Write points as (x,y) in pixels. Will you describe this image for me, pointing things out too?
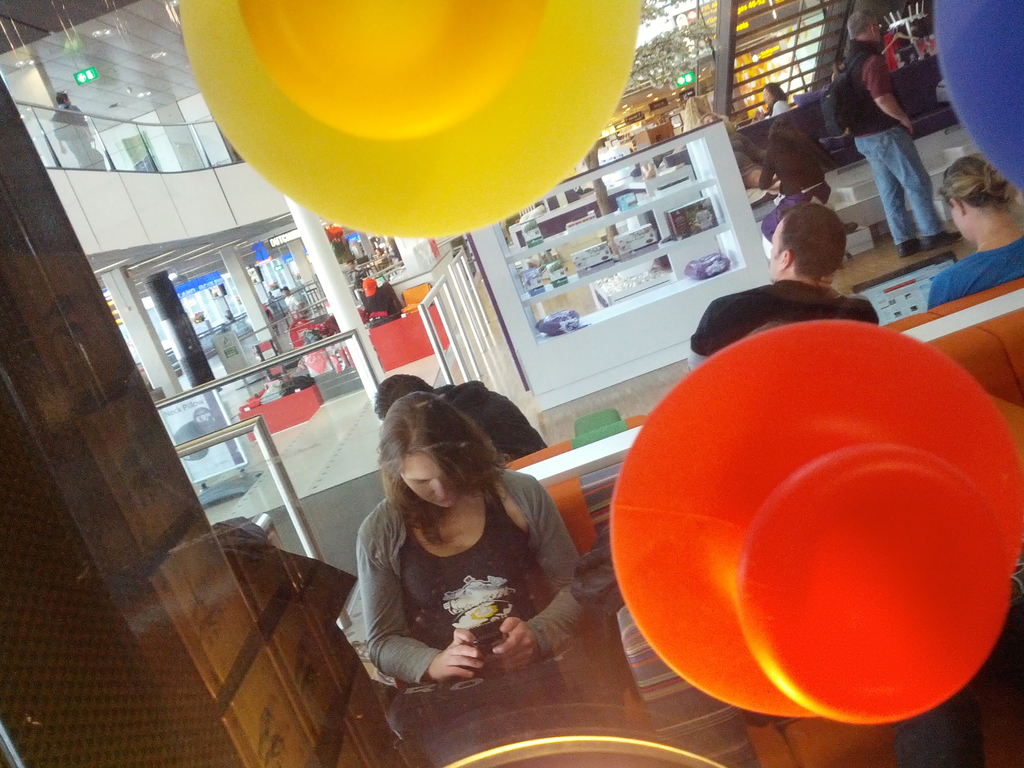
In this picture we can see three objects (358,179) on the transparent glass (195,737). Behind the transparent glass (507,585), there are groups of people (534,559), pillars (318,266), glass rails (436,335), a tree (662,51), boards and some objects (81,71). In the top left corner of the image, there are ceiling lights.
